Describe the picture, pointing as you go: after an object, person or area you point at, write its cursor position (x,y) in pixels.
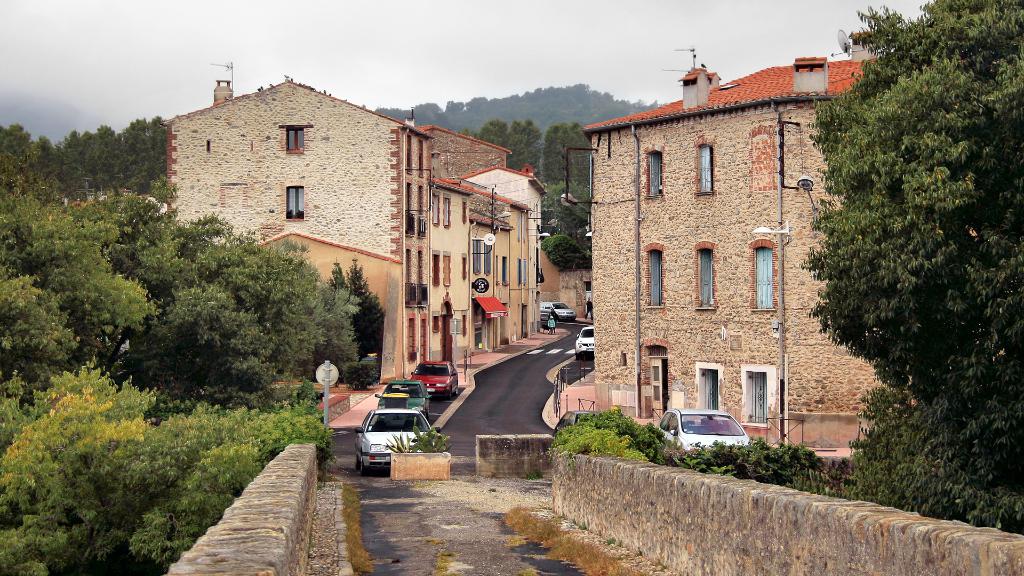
In this picture we can observe some buildings (344,161). There are some cars (412,408) on this road (490,405). We can observe some trees (171,404). In the background (539,111) there are hills (544,96) and a sky (331,42) with clouds (455,42).
